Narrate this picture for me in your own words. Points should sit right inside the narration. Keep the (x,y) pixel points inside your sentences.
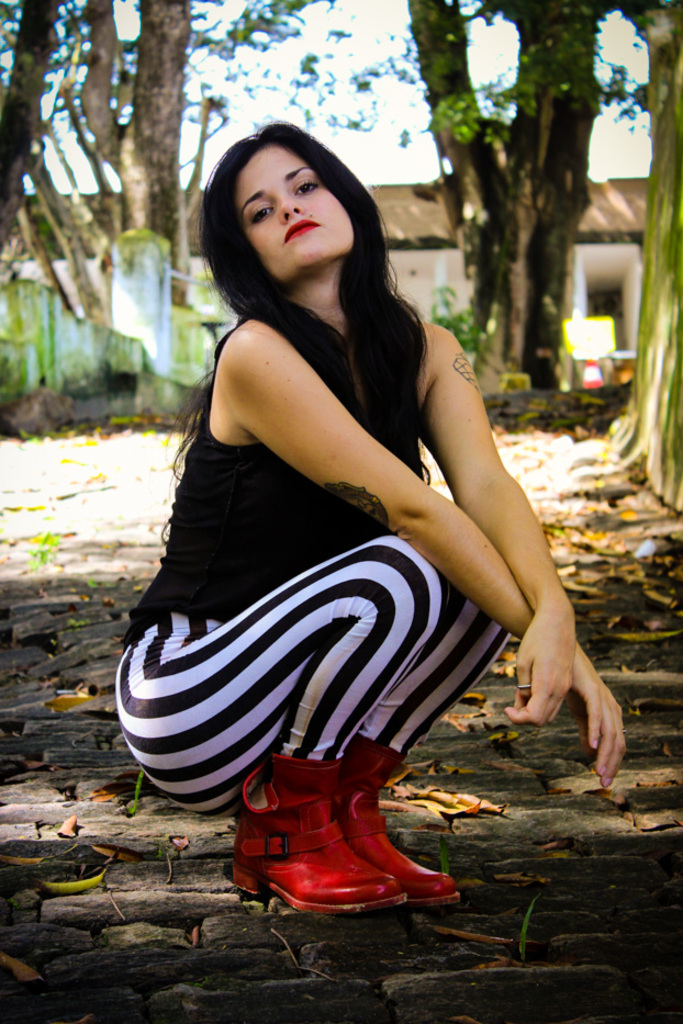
In the middle of this image (423,590), there is a woman (247,511) in a black color t-shirt (211,469), squatting on the ground (42,910) on which there are leaves (112,795). In the background (680,122), there are trees (679,72), a building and there are clouds (625,159) in the sky (218,6).
